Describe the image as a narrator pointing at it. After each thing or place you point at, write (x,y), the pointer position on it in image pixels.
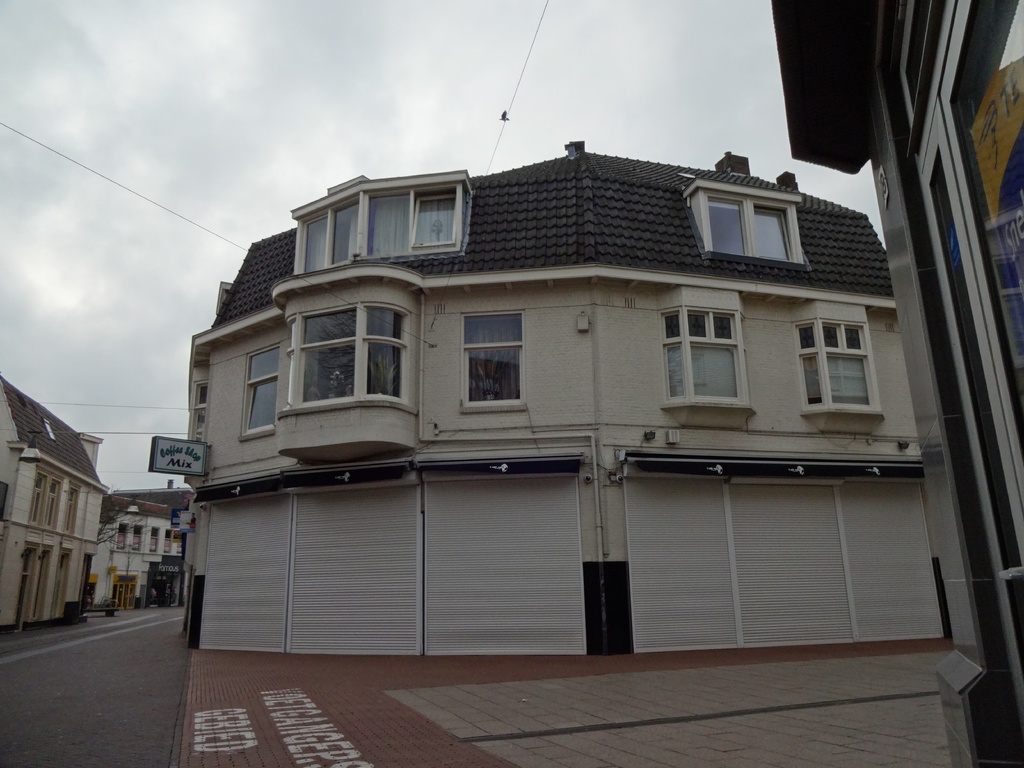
In this image we can see buildings (397,419), name boards (178,469), trees (116,522) and sky (152,386) with clouds (153,364).
